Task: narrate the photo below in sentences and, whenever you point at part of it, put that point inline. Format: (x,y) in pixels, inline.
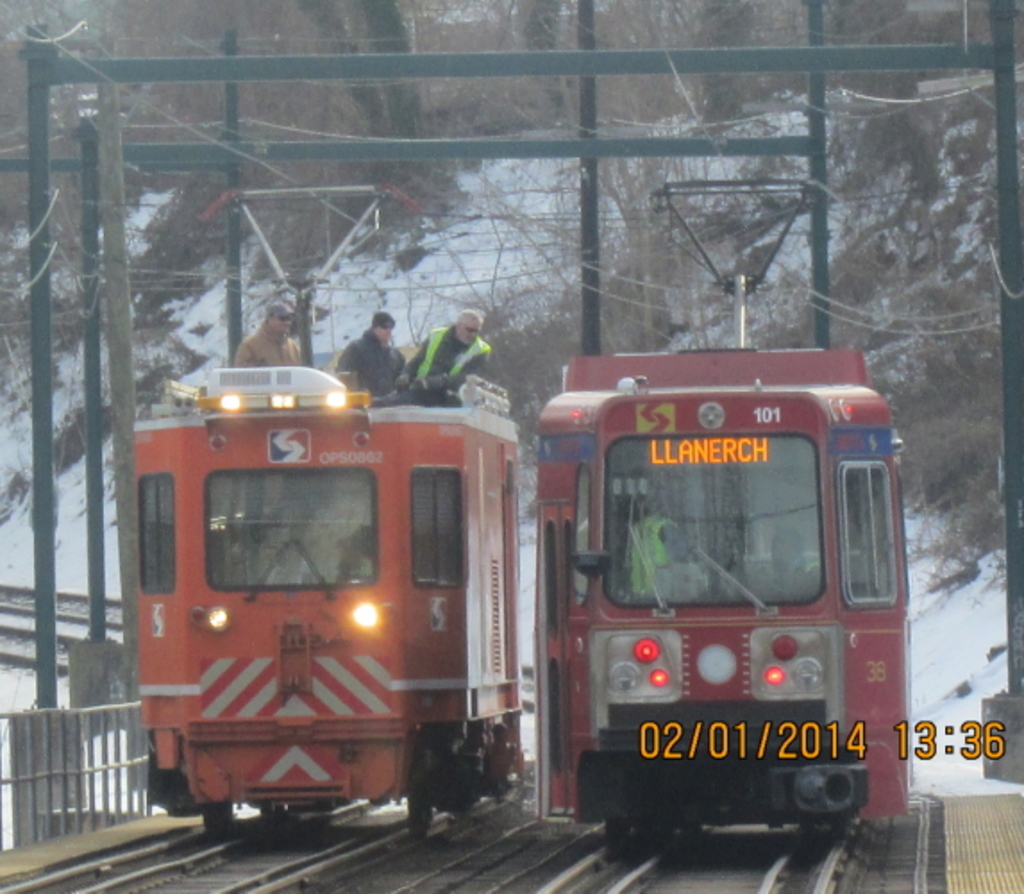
In this image we can see some people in the locomotives (708,716) which are on the track (654,882). We can also see a fence (134,771), poles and the wires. On the backside (846,343) we can see some trees (871,279) and the snow (508,236).
